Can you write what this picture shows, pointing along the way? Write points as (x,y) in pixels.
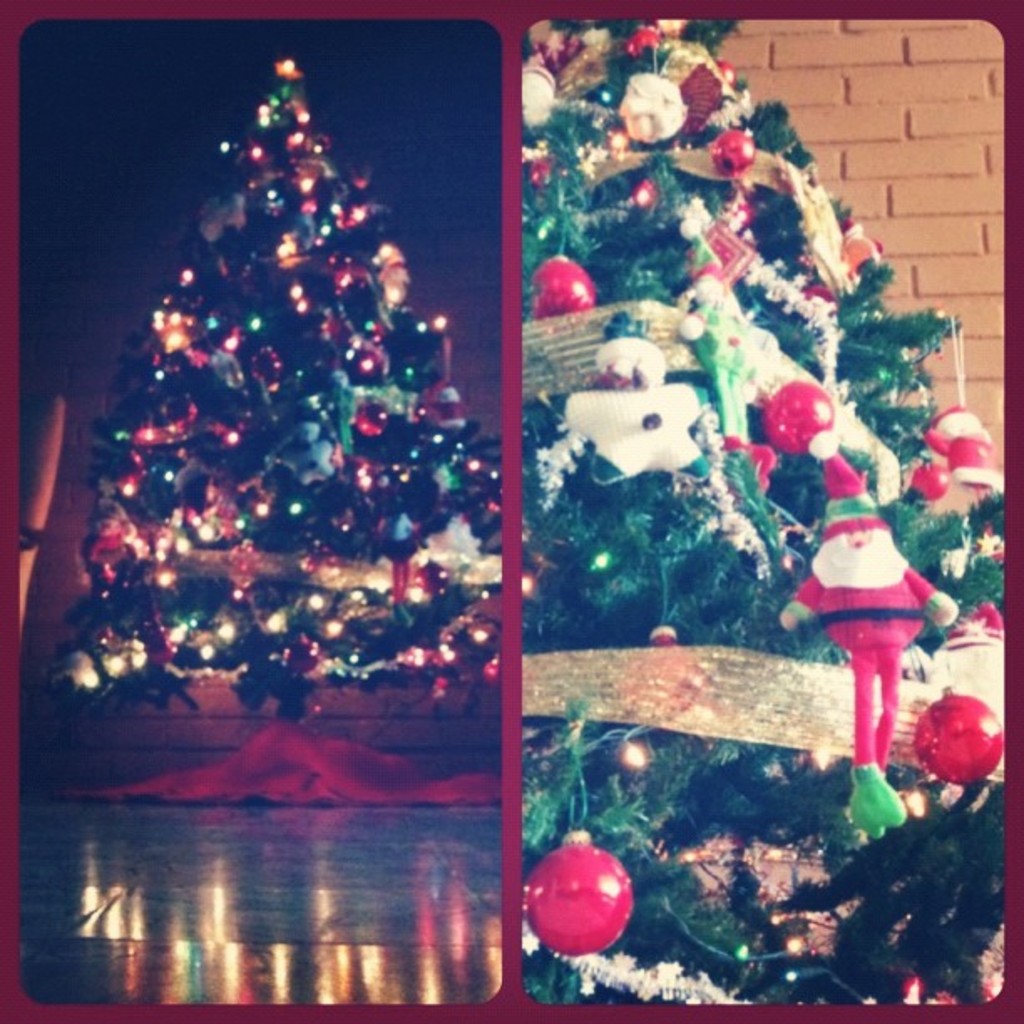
This is a collage. In this picture we can see the Christmas trees (480,657), lights (341,628) and a few decorative items (555,450).
